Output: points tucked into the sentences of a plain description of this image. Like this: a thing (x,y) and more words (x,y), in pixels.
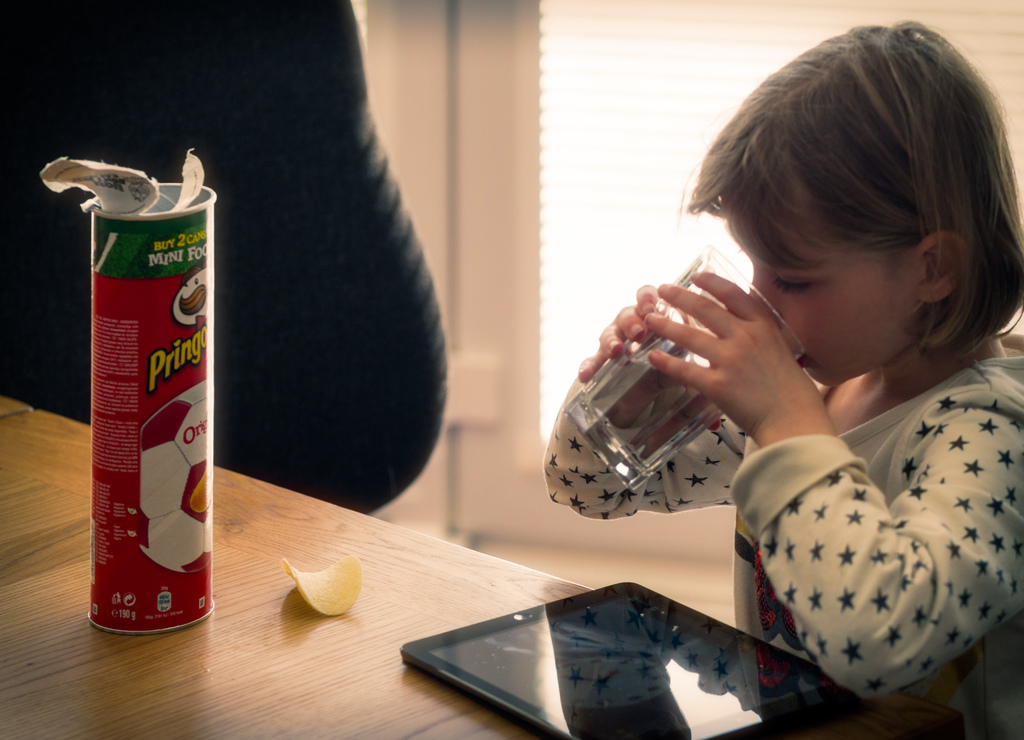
Here we can see a girl (876,406) drinking water (611,393) with a glass (612,413). This is a table (267,644). On the table (286,674) there is a tab (574,624), chip (349,561), and a box (121,436).
